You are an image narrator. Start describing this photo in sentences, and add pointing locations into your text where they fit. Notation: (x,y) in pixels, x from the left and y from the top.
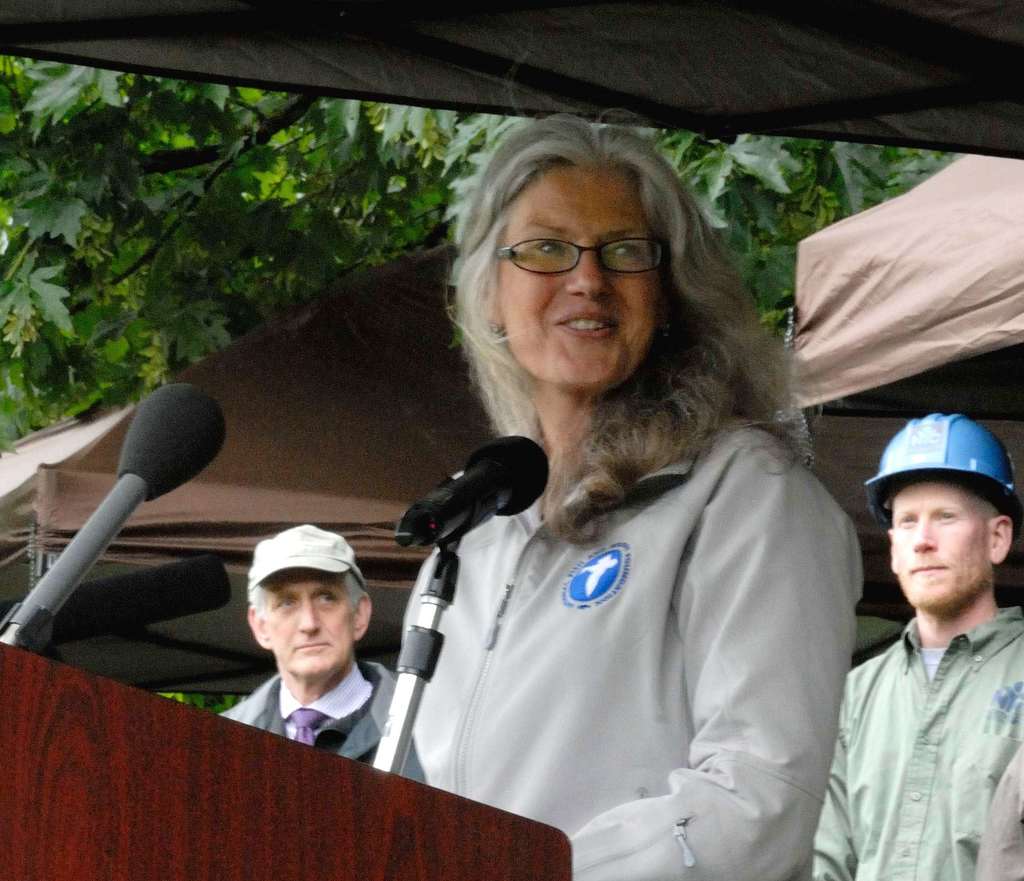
In this image we can see a lady (473,748) standing in front of a podium (346,828), which has microphones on it, behind her there are two people (874,725) standing and one among them is wearing a helmet (884,496), in the background (870,284) there are tents (857,286) and trees (125,167).
